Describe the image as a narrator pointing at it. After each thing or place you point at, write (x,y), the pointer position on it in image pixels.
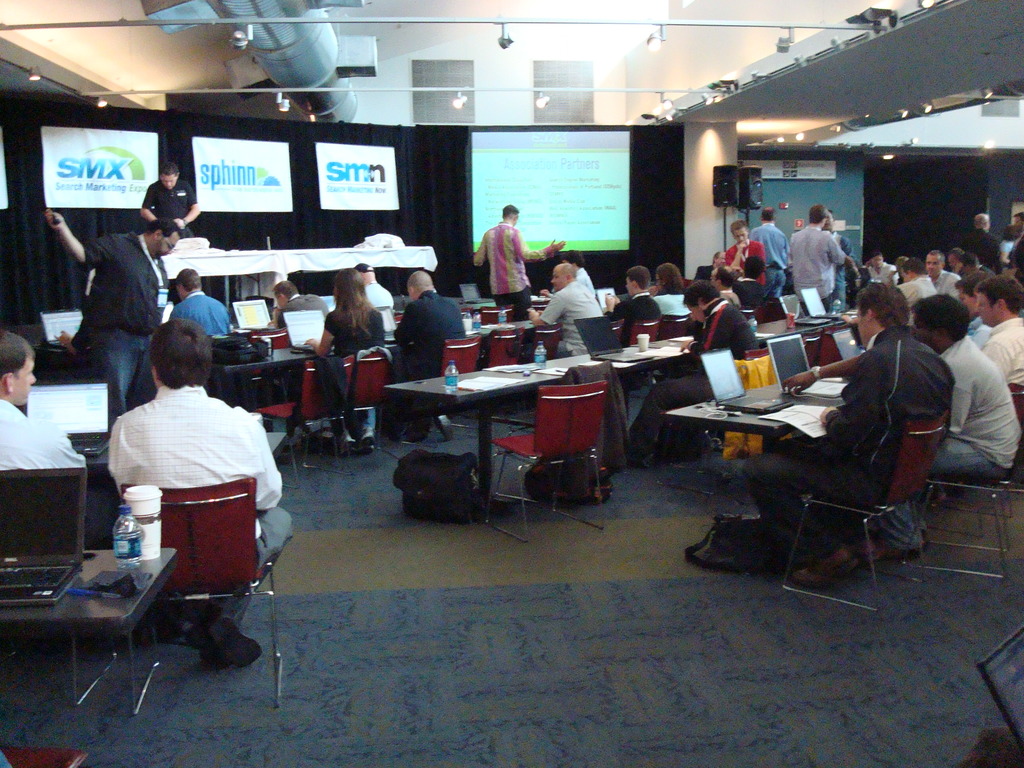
This picture is taken in a room (382,472). The room (523,454) is filled with the tables (391,390), chairs (571,432) and people (339,346). In the center (561,362) there is a table (423,387), on the table (410,393) there are bottles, papers (670,349), laptops (629,358) and a cup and there is a black bag (479,509) besides there is a red chair (533,463). Towards the left (152,448) there are two men (168,448), they were talking. Towards the right (858,387) there are another men (821,479) and person (1000,417) wearing a black shirt (915,380), he is pointing at the computer (730,379) and person (842,473) besides him, he is staring at the computer (715,392). In the background (533,185) there is a screen (549,185), lights (783,138), sound speakers (747,185) and boards (225,151).
